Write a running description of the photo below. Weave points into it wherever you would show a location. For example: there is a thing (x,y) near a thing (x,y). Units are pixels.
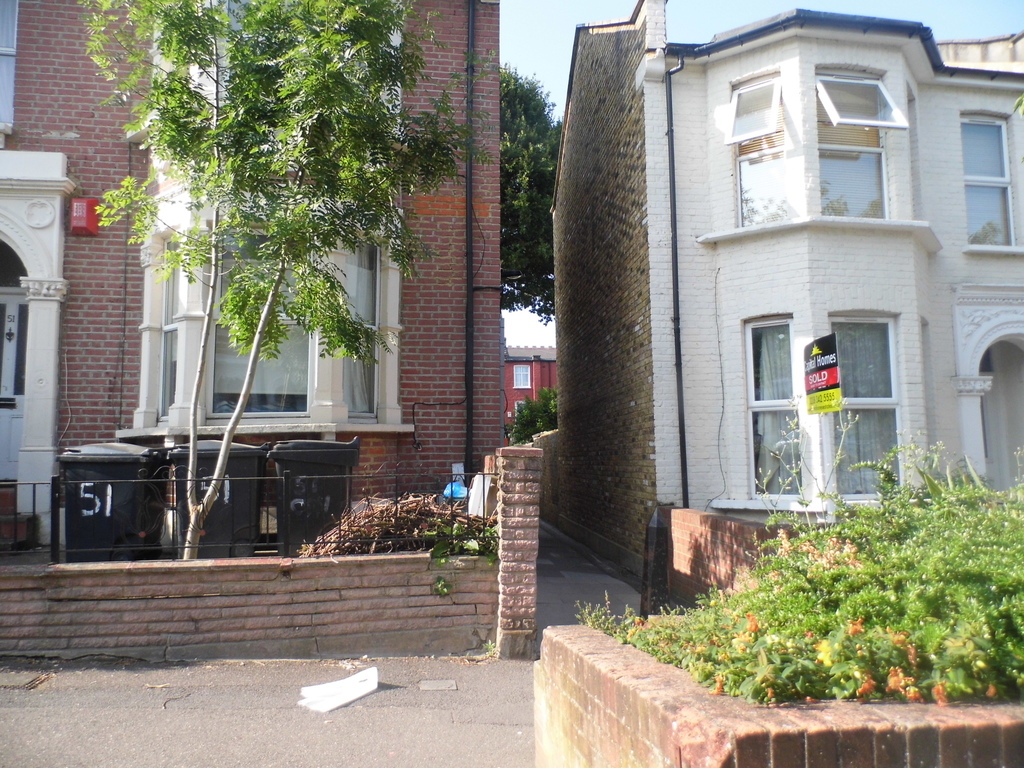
In the image there are buildings (455,457) in the back (462,348) with trees (311,86) and plants (705,617) in front of it and behind it, And above its sky (587,10).
